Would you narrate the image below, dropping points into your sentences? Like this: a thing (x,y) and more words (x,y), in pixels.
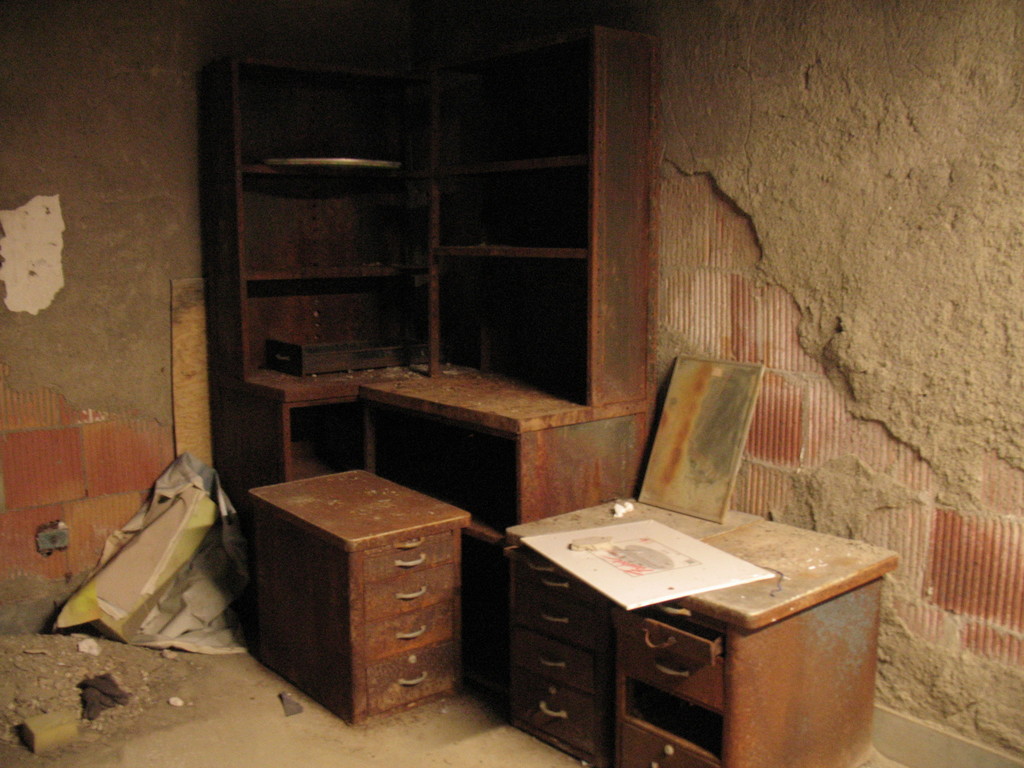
In this image I see the wall (1004,0), cabinets (337,409) and the tables (752,767) and I can also see the mud (214,724) over here.
